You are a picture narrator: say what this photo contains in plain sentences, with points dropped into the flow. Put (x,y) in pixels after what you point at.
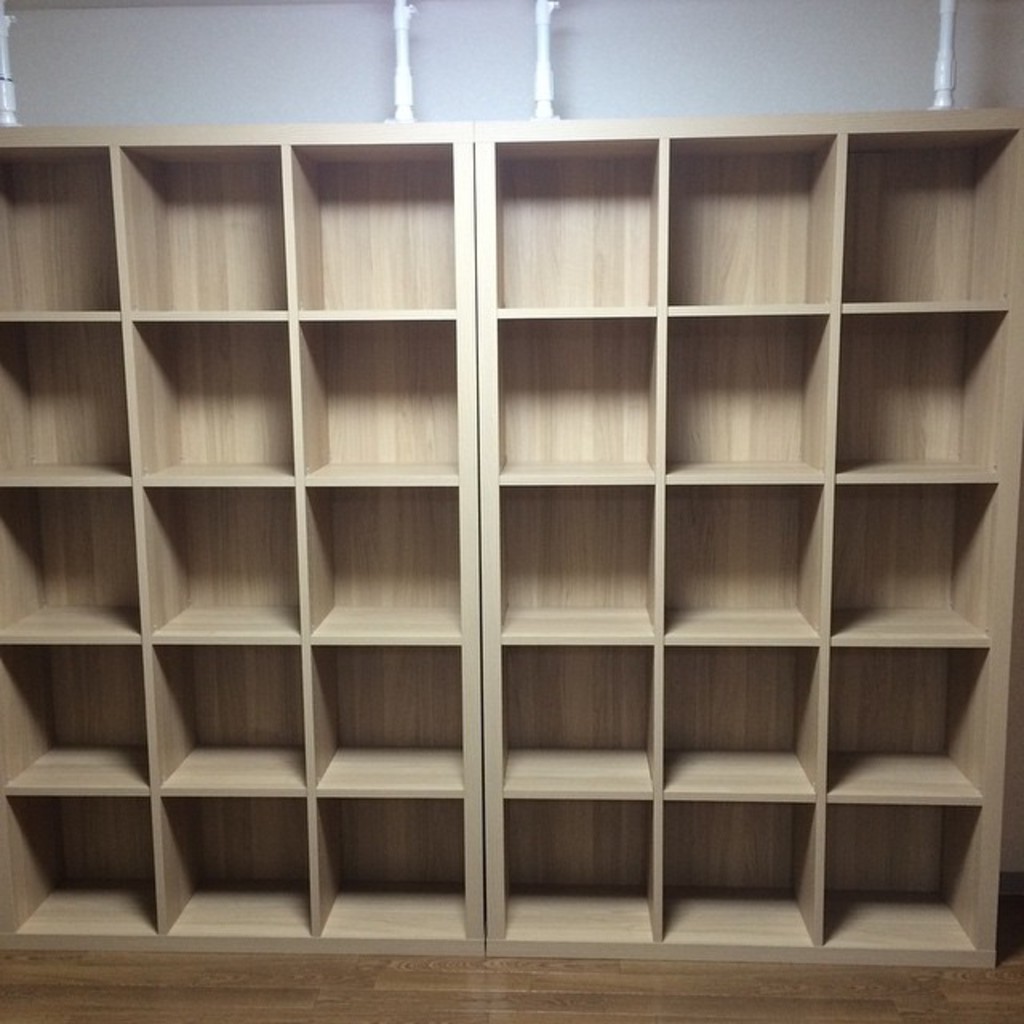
In this picture we can see a few wooden shelves (389,137) and some white objects (940,59) are visible on top of the picture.
